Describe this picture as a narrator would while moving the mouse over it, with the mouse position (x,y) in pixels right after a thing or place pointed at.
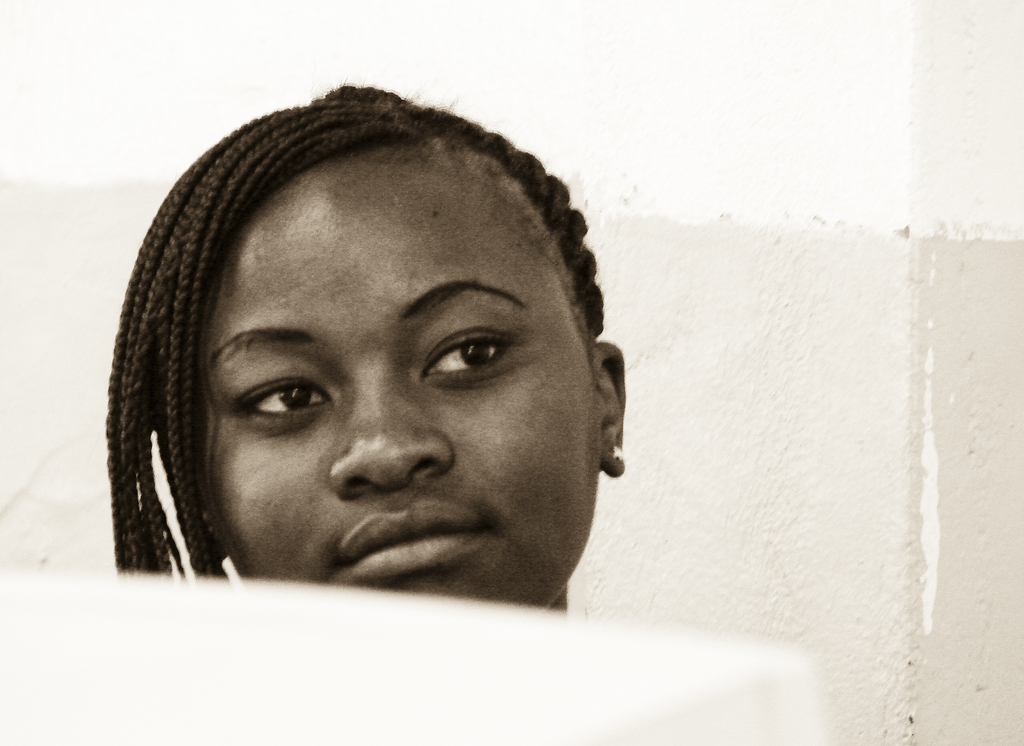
In this Image I can see a woman (457,460) with black hair (247,208) and a wall (772,168) behind her.
